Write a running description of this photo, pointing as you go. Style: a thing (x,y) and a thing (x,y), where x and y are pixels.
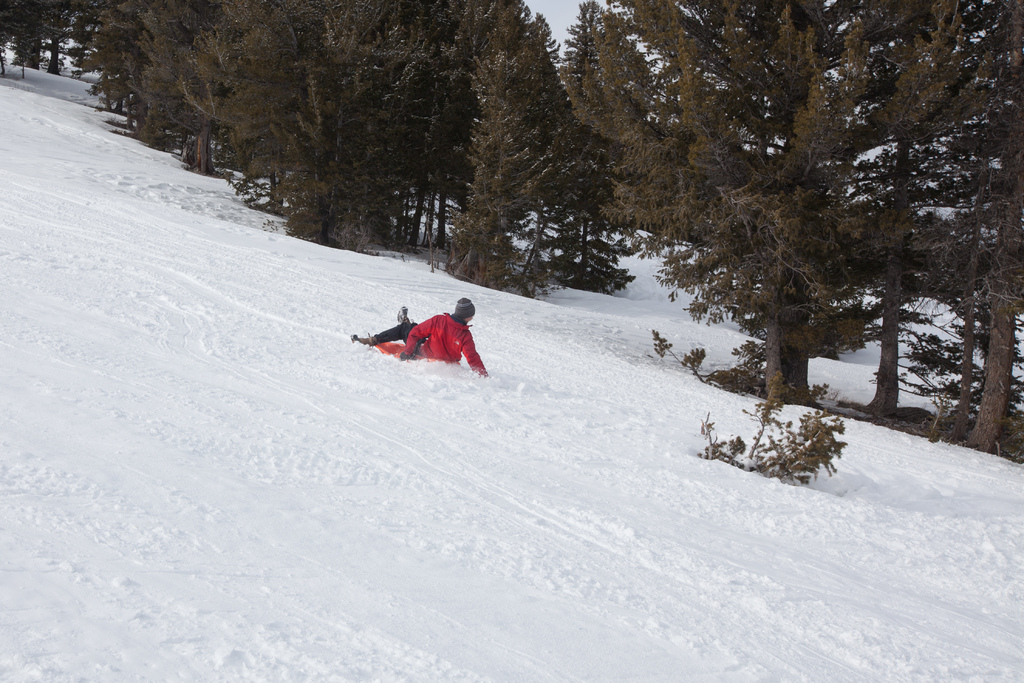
In this image in the center (431,339) there is one person (450,334), and at the bottom (719,518) there is snow (678,462) and in the background (584,191) there are some trees (715,189).
